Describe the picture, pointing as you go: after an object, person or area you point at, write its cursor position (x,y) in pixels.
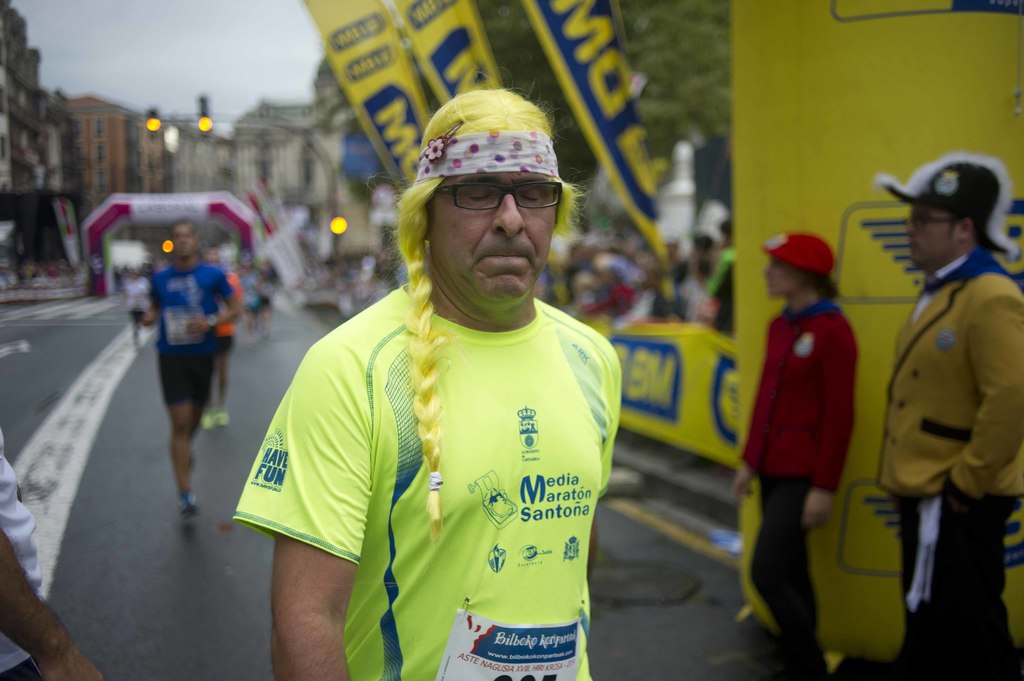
In this picture I can observe a person (457,433) wearing yellow color T shirt (459,428) and spectacles (530,197). He is walking on the road (242,608). On the right side (768,361) I can observe two members (786,411) standing on the road (141,500). In the background (210,278) there are some people (180,331) on the road (51,380). I can observe some buildings (164,188), trees (675,40) and a sky (205,66).
